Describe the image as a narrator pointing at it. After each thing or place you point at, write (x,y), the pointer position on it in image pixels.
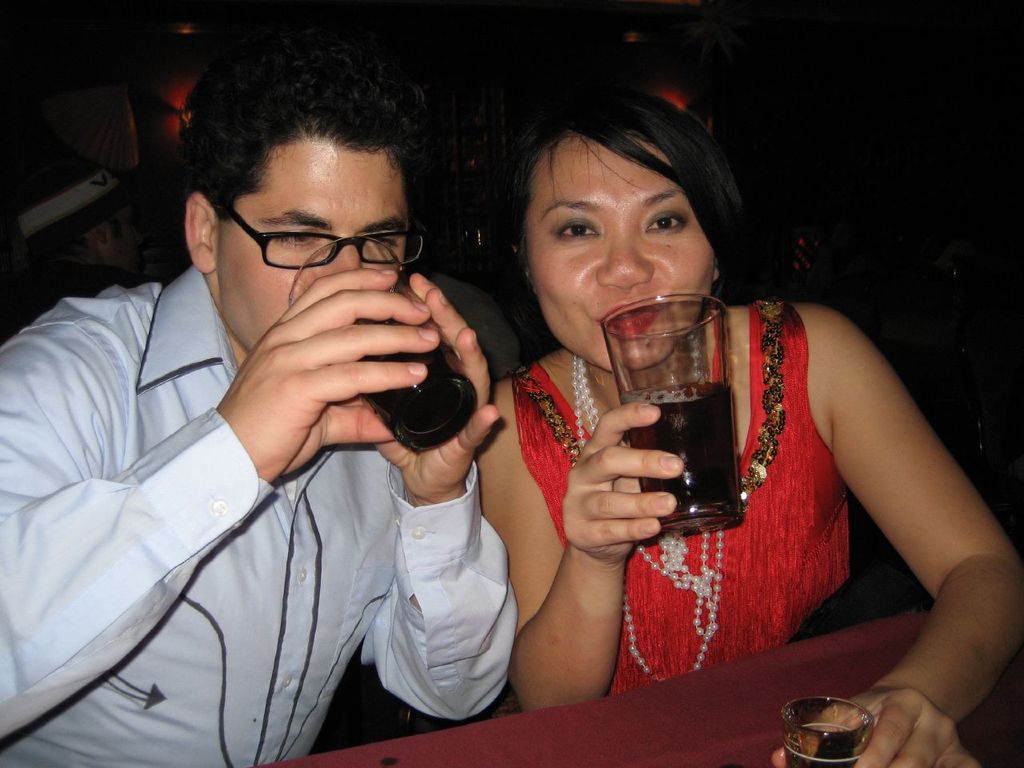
In the center of the image (585,283) we can see two persons (398,375) are sitting and holding a glass (638,347) in their hands (332,340). At the bottom of the image (681,722) a table (697,714) is there. On the table (724,719) a glass (789,726) is present.
